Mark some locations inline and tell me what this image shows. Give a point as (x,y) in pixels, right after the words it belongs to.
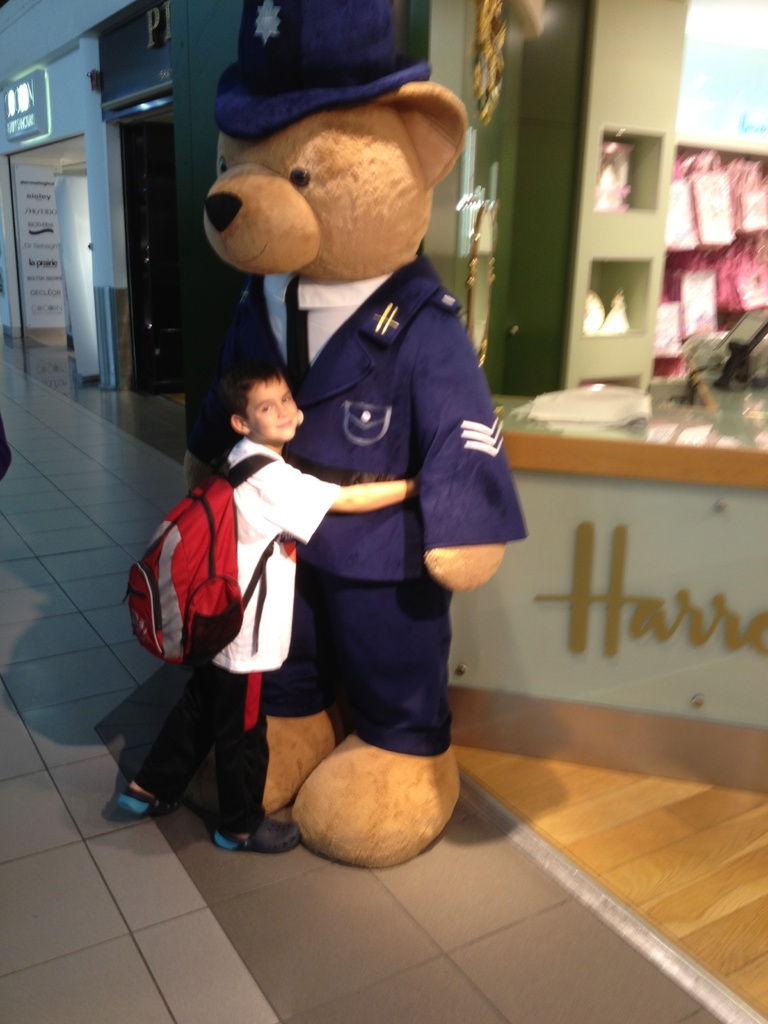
In this image I see a boy (273,441) who is wearing white shirt (276,626) and black pants (163,778) and I see that he is hugging a teddy bear (434,591) which is of brown in color and I see that there are clothes (340,472) and a cap (383,52) on teddy bear (344,338) and I see a shop (471,28) over here and I see a word (625,541) written over here and I see the path (135,896).
